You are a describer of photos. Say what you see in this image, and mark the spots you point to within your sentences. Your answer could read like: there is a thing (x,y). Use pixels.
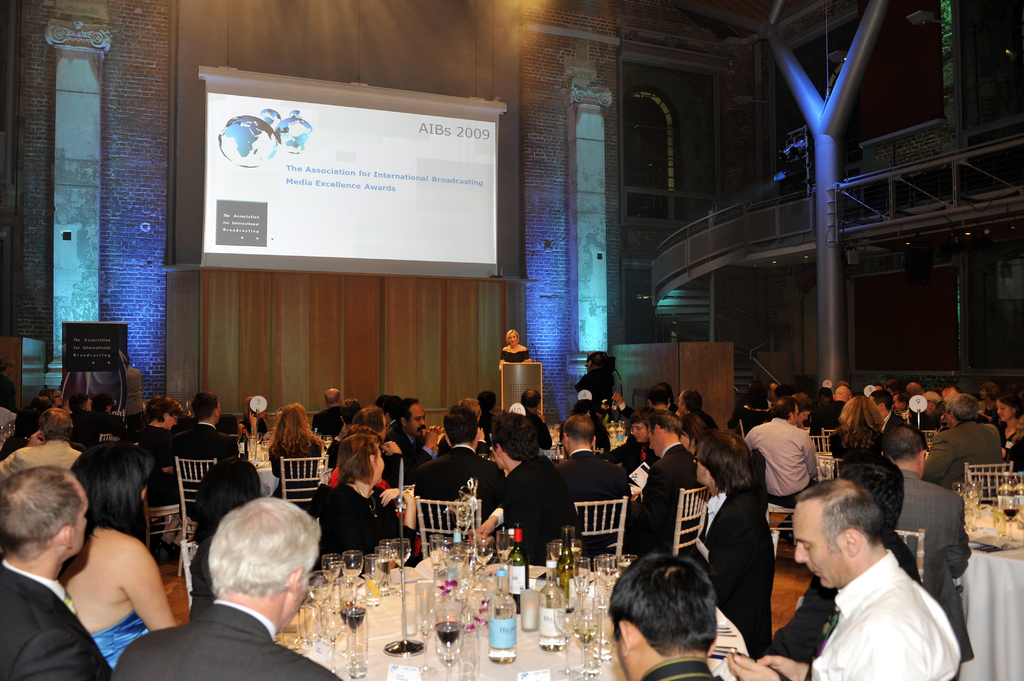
There are groups of persons (608,436) sitting on chairs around the tables (544,570) on which, there are glasses (602,563), bottles (564,592) and other objects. In front of them, there is a screen (450,192) which is attached to the wall (150,222).
